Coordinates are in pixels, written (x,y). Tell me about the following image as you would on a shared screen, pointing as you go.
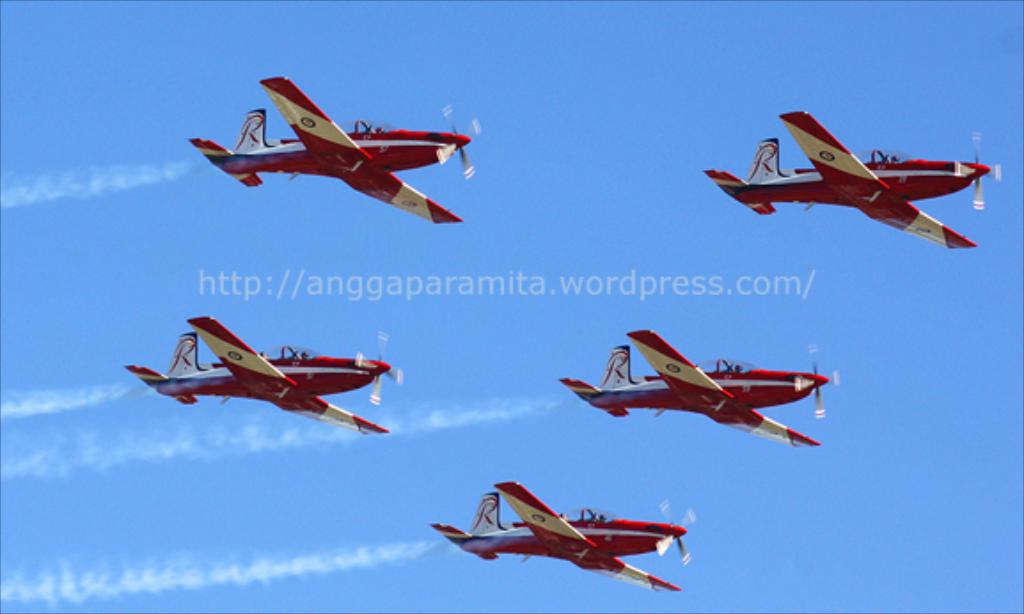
In the image we can see five flying planes (705,385) in the sky (707,423). Here we can see the sky (950,501) and the watermark (495,287) in between the image.
